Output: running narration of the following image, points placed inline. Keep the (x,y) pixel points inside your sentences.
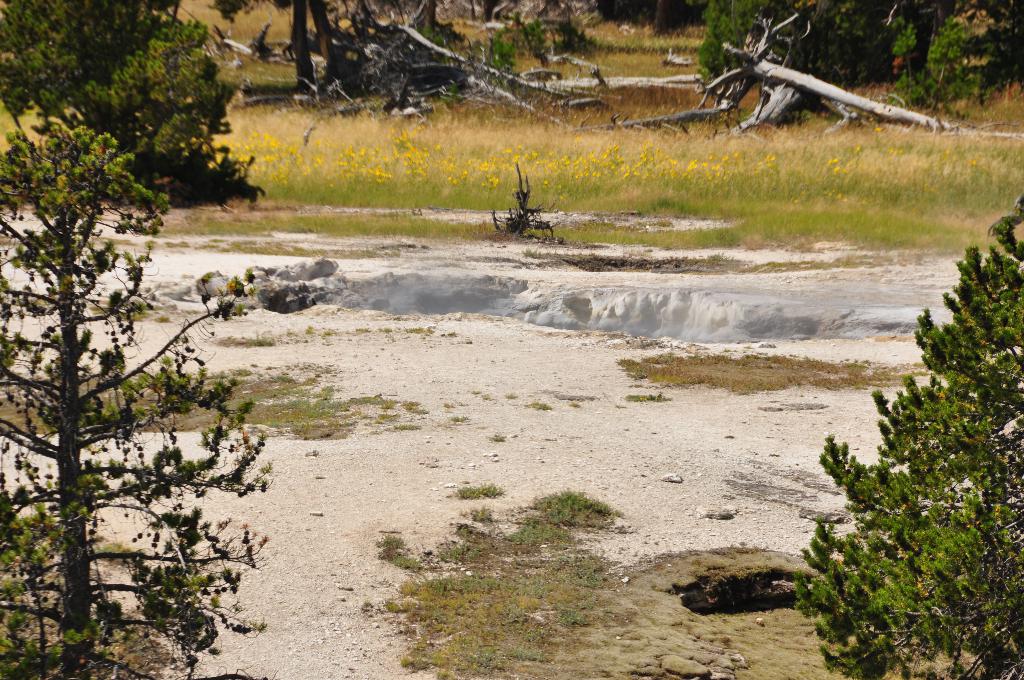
In the foreground of the picture (55,630) there are trees (881,613), grass (565,603) and soil (336,521). In the center of the picture (662,298) it looks like there is a pit (441,283). In the background (757,72) there are trees (850,4), plants (594,93), wooden logs (548,85), grass (602,192) and flowers (393,147).
